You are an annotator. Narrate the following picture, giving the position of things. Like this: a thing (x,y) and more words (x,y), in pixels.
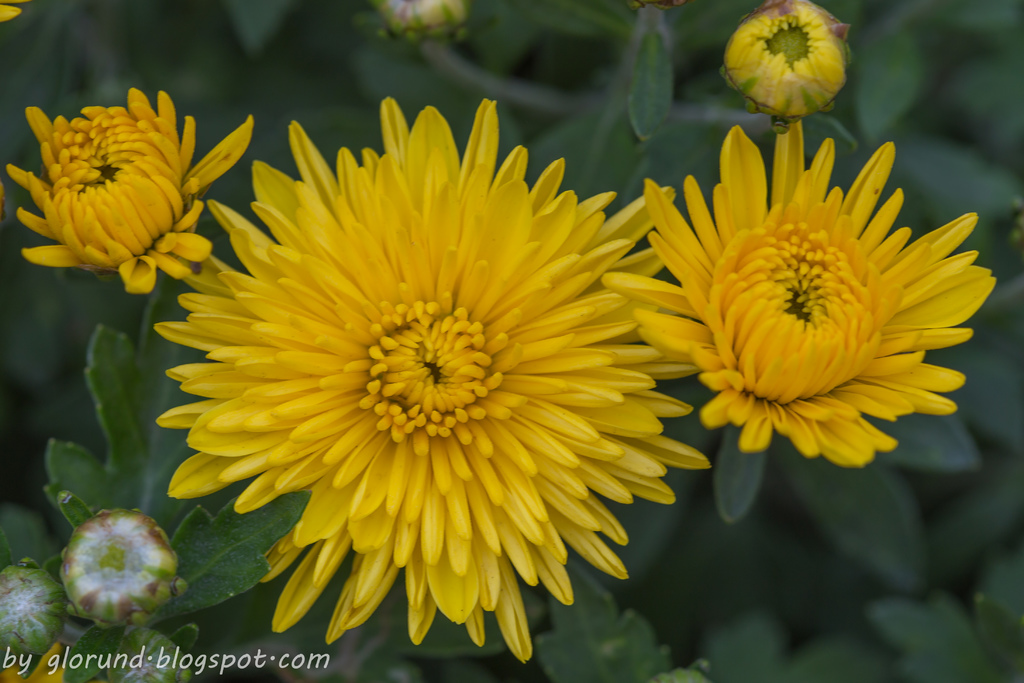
In this image we can see some flowers (443,401) and the buds (773,83) with some leaves (231,570).
